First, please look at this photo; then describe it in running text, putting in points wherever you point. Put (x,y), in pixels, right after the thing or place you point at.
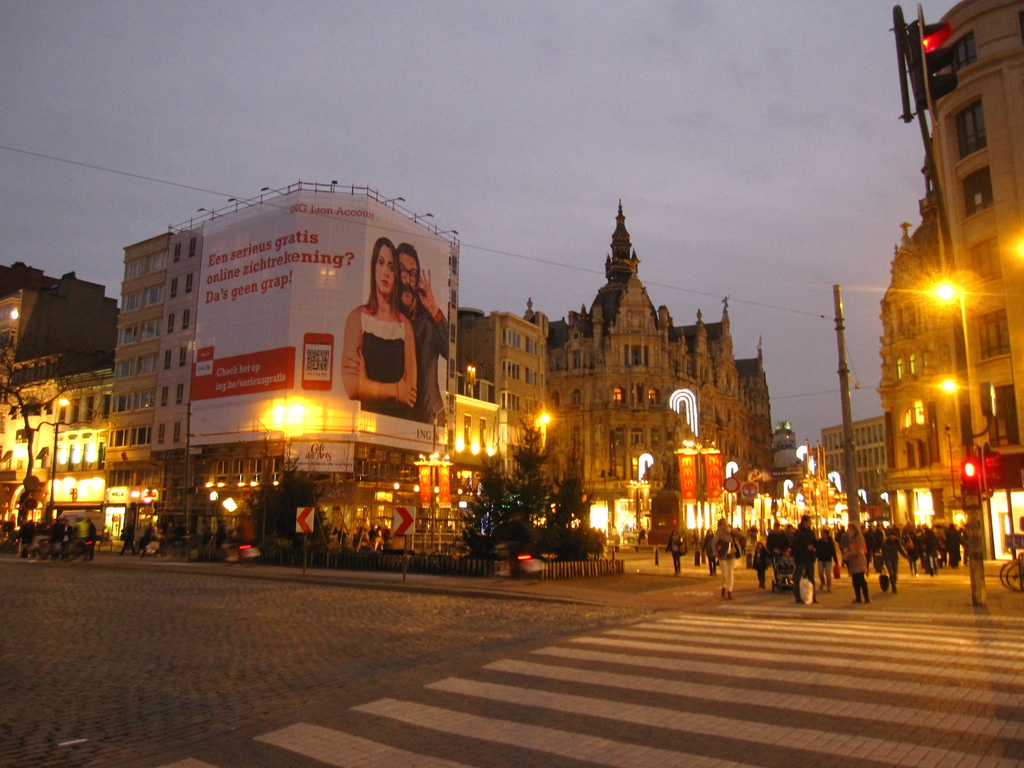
This picture is clicked outside. In the foreground (736,612) we can see the zebra crossing (760,664) and we can see the group of persons (895,579), lights (968,446), poles (960,421), cable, buildings (125,334), text (237,289) and pictures (356,363) on the banner (311,341) and we can see the buildings (709,372). In the background (734,166) we can see the sky (692,296) and we can see the trees (468,525) and many other objects (442,487).
